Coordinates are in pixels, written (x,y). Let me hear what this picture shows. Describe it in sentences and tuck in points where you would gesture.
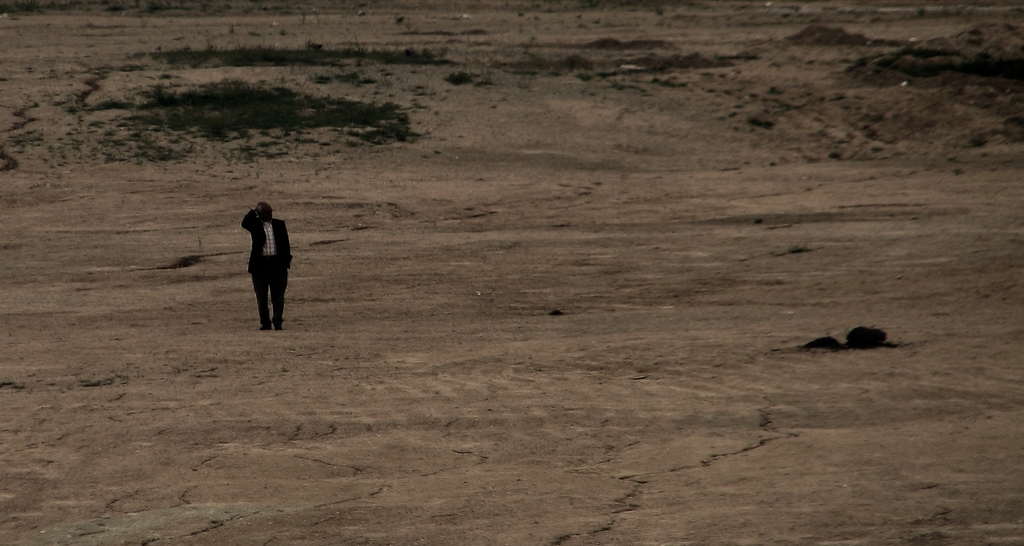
In this picture there is a man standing on the ground (135,357) and we can see grass (320,51).
